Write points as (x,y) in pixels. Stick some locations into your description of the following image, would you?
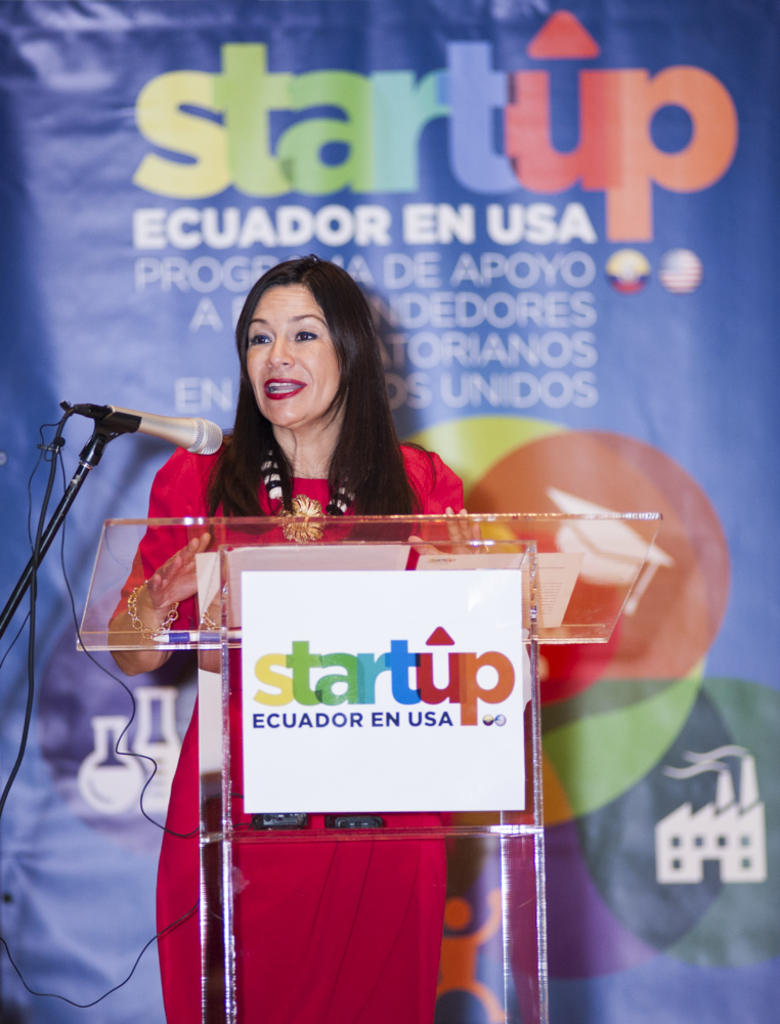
In this image I can see the person (411,995) standing and the person (313,993) is wearing red color dress (407,983). In front (490,626) I can see the podium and a microphone (191,440). Background (140,455) the banner (198,281) is in blue color.
